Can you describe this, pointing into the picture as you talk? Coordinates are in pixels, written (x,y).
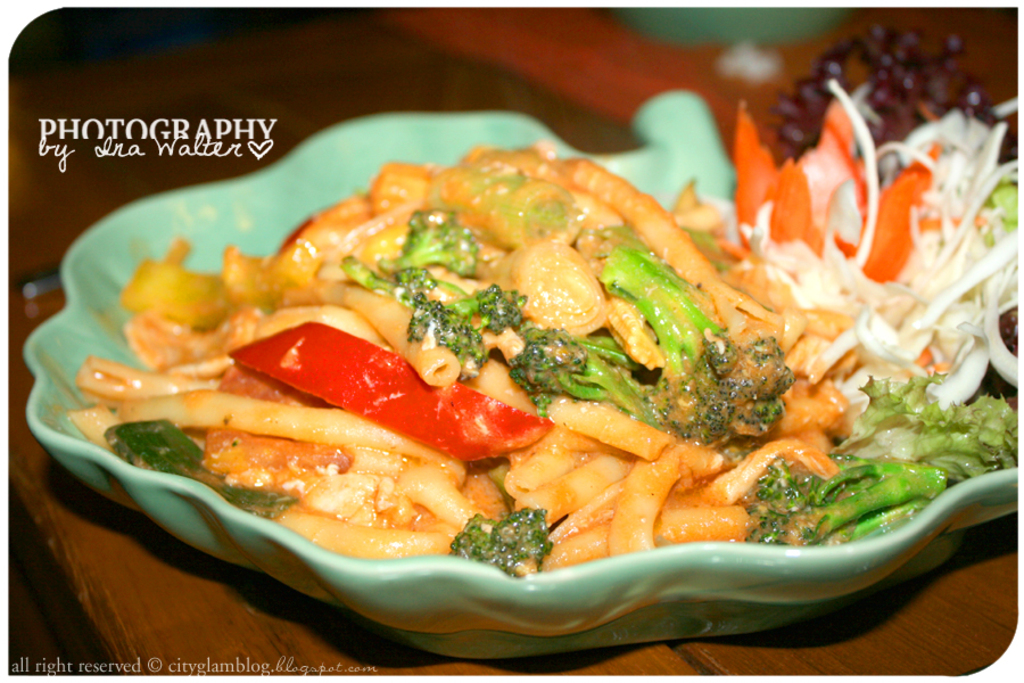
At the bottom of the image (139,627) there is a wooden table (364,645) with a bowl (320,157) of salad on it. At the top left of the image (137,137) there is a text (184,144) in this image.
